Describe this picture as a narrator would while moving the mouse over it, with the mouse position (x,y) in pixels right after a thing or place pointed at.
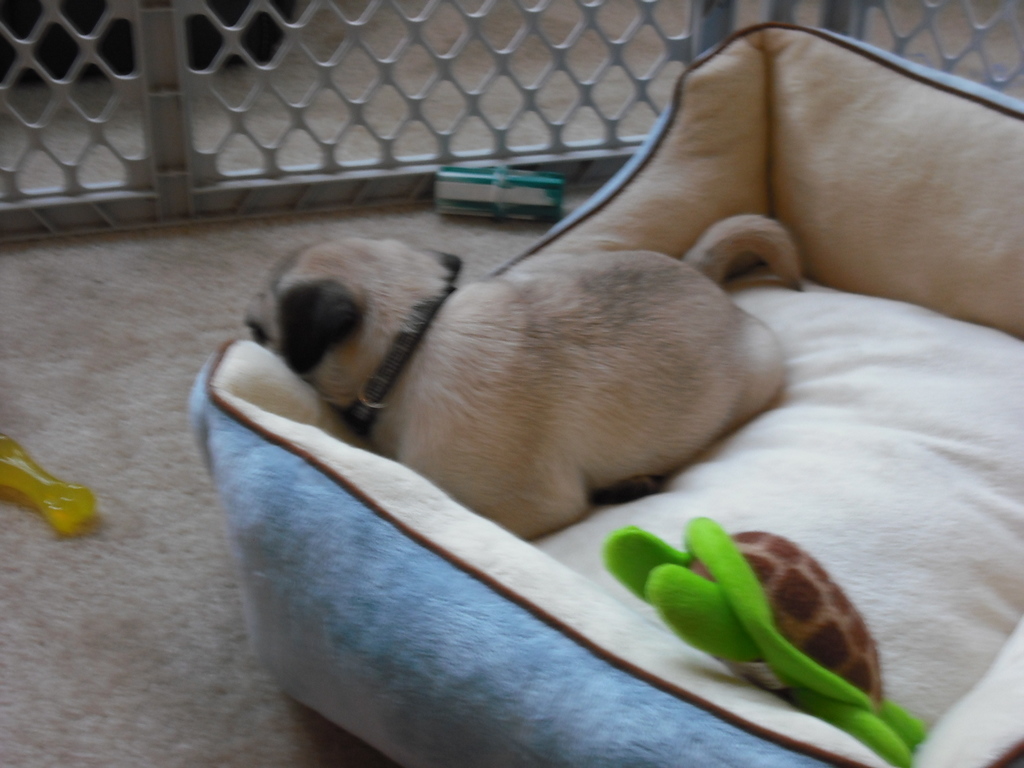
In this image I can see a dog (524,330) which is cream, brown and black in color is lying on the dog bed (797,407) which is cream and blue in color. I can see a soft toy (740,611) which is in the shape of a turtle. I can see the cage (338,48) and few other objects (75,504).
